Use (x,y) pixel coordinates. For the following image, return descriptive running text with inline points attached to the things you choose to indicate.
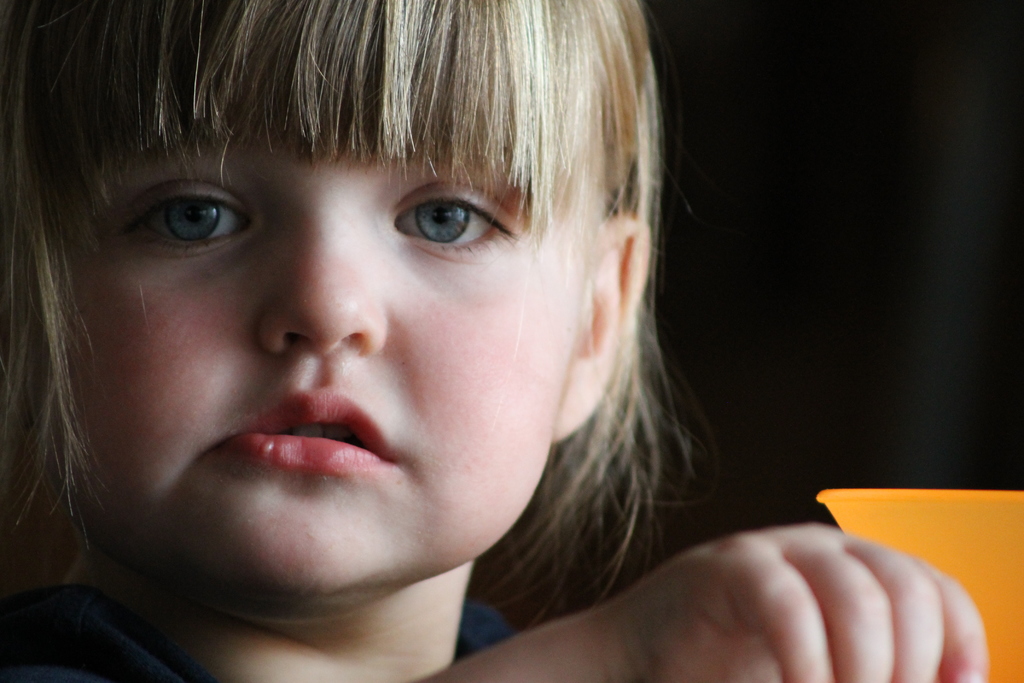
The girl (338,354) in the left corner of the picture (312,420) is looking at the camera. Beside her hand (948,577), we see a cup (934,553) in orange color. In the background (923,228), it is black in color.
